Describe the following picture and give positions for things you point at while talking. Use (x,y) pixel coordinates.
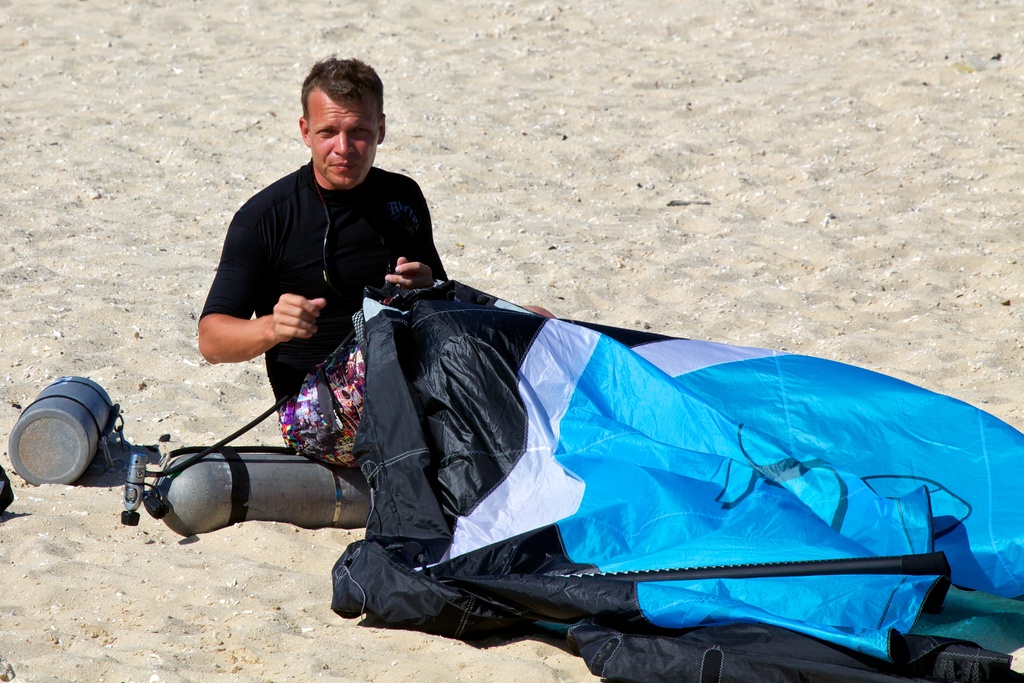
In this picture there is a man (384,204) who is wearing black dress (372,191). He is sitting near to the cylinders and cover (691,447). At the background (960,127) we can see the sand (874,99).
